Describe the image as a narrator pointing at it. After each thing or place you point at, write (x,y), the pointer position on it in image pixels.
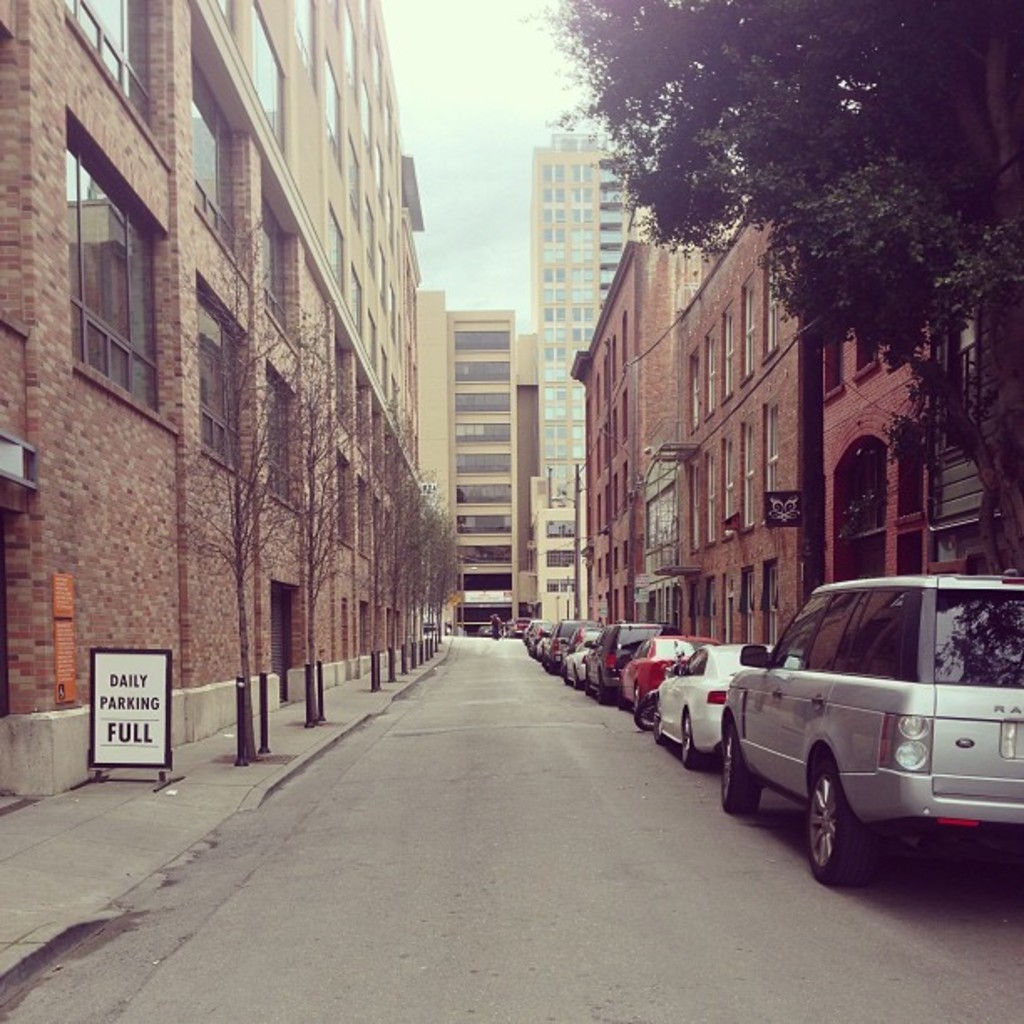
In this image I can see few vehicles (886,789) on the road (855,902), in front (887,775) the vehicle (881,813) is in gray color and I can also see a white color board (165,691) attached to the pole (165,785). Background (263,320) I can see few dried trees (325,525), buildings (556,302) in cream and brown color and the sky (502,145) is in white color.
